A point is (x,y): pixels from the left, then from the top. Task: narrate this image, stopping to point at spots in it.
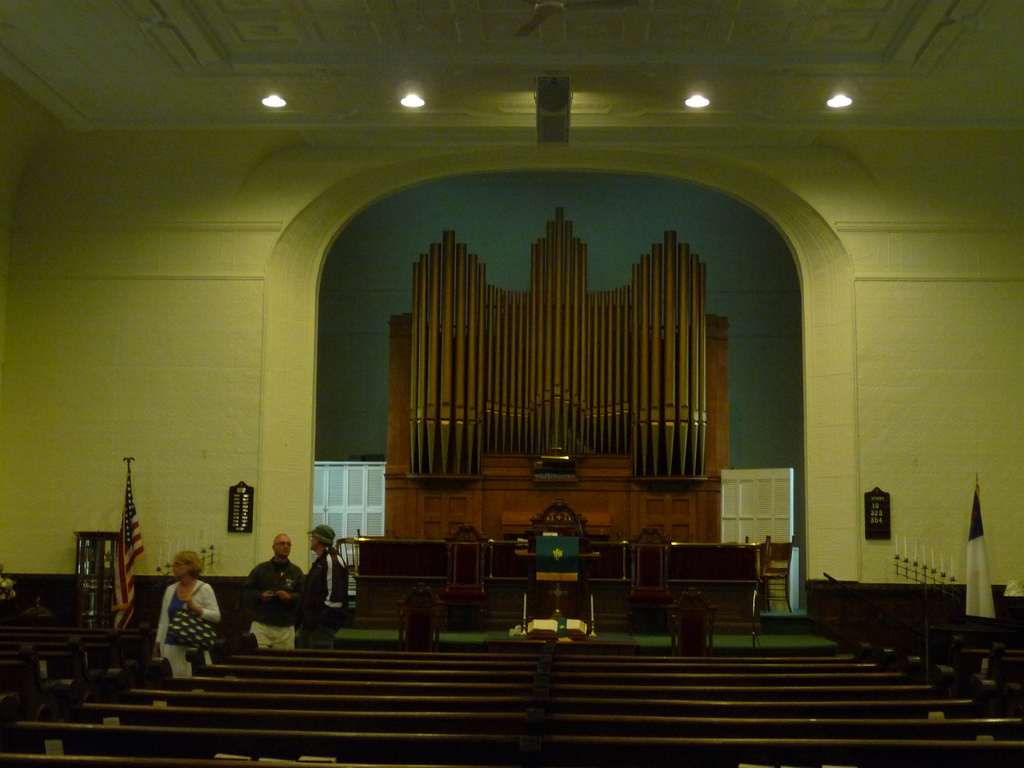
In this picture I can observe three members (199,603) on the left side (187,612). I can observe a flag (129,566). There are some benches (297,721) in this picture. In the background (915,323) there is a wall (919,359) which is in green color.
